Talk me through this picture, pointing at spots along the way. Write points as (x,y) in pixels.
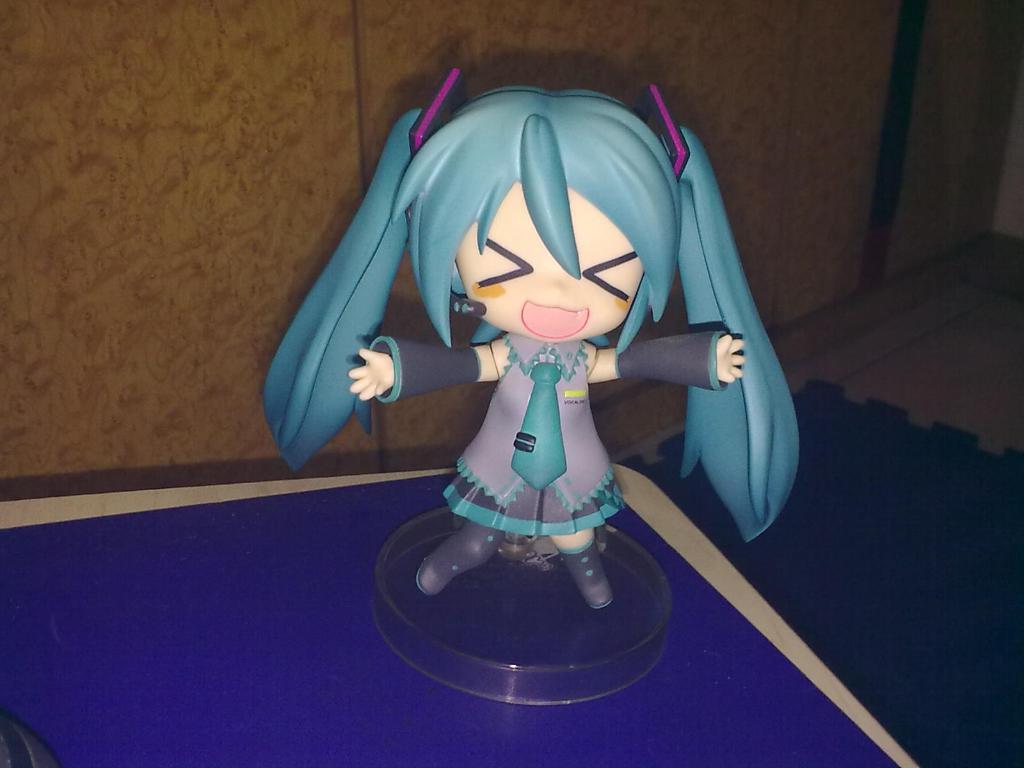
In the foreground of this image (702,602), there is a toy statue (581,373) on the blue surface (403,684). In the background (690,38), it seems like a wall (567,51) and the floor (905,368) and an object (880,501) on it.
